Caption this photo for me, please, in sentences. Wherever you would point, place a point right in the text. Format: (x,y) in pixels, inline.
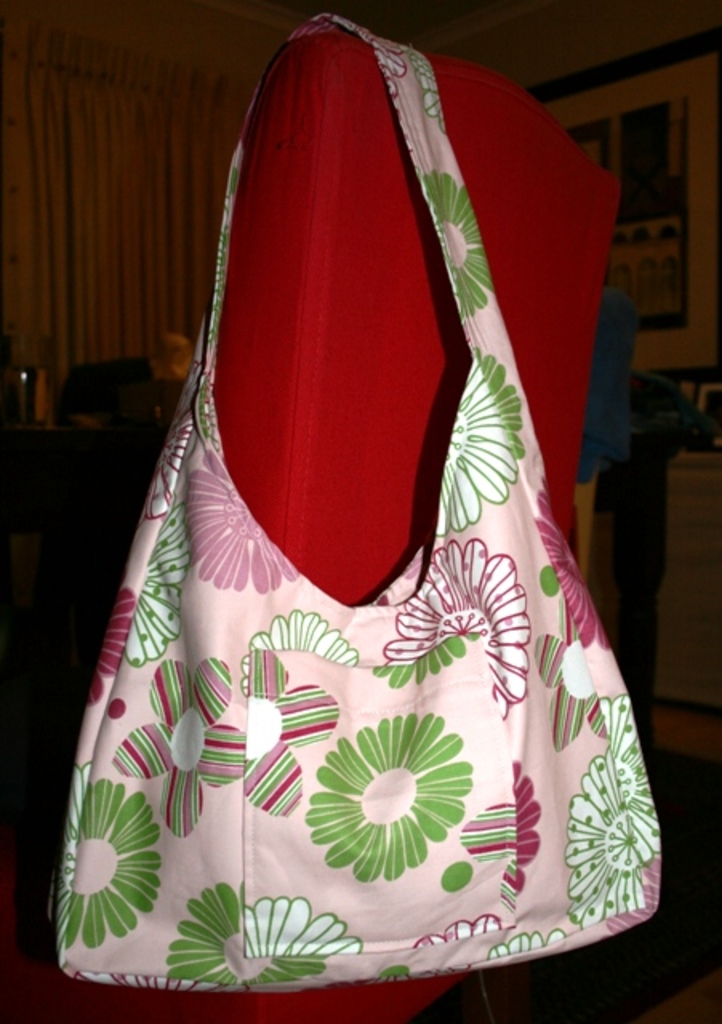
Here we can see white colored handbag (412,759) which is on some chair (420,337) and at the background (128,473) here we have table (135,461) and door curtain (190,155), it is like wall (558,63) and it is some house (687,910).
